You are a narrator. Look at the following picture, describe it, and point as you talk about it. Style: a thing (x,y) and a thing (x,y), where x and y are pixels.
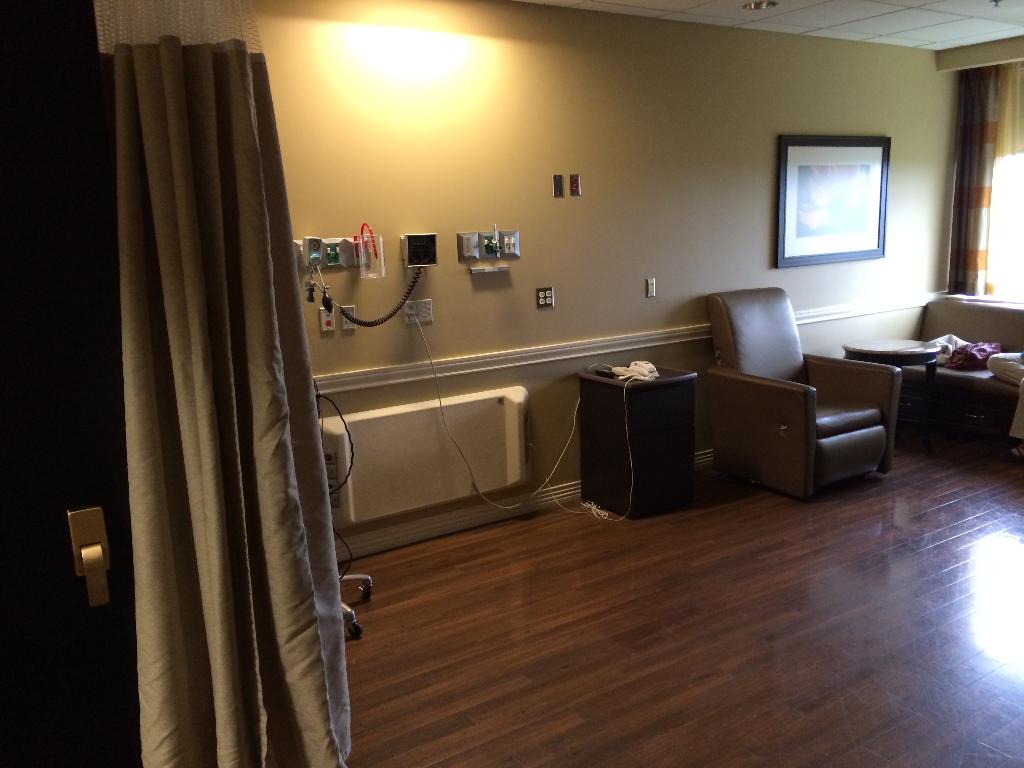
In this image I can see a door (79,423), few curtains (249,273) and few chairs (898,397). On this wall (457,336) I can see few stuffs (477,410) and a frame (816,195).
